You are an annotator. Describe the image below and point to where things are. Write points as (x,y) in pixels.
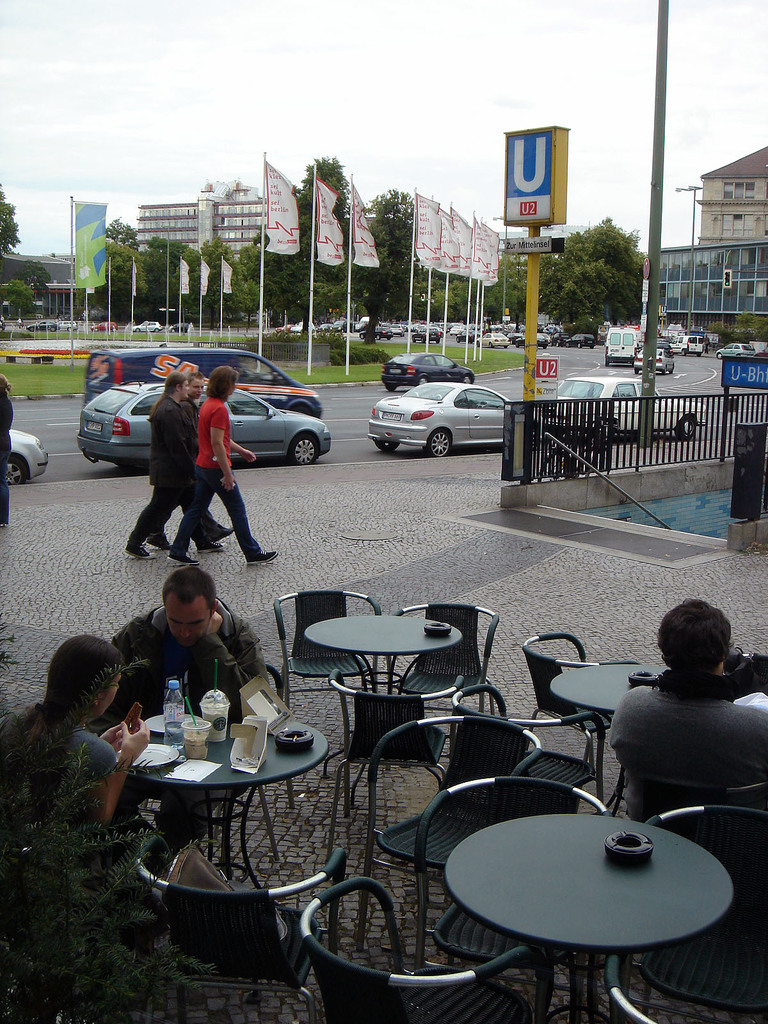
There are three people (652,718) sitting on the chairs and three people (224,504) walking. These are the empty chairs (319,605). This is a table (229,781) with a water bottle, plate (159,749) and some objects (256,733) on it. These are the vehicles (377,410) moving on the road (567,362). These are the flags (326,236) hanging to the pole (447,285). At background (185,247) I can see buildings (235,230) and trees (265,263). This looks like a subway (645,506).
